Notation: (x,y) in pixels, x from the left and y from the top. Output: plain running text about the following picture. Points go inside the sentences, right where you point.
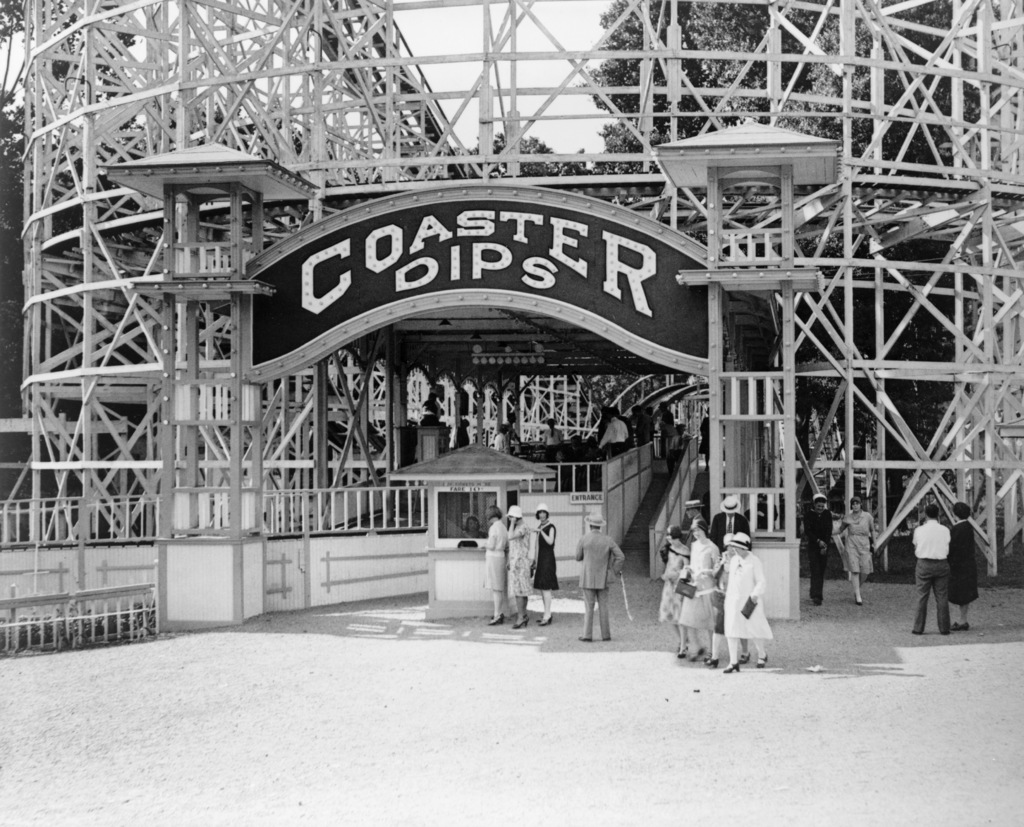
This image consists of many people (722,597). In the middle (455,498), there is a cabin (485,480). In the background (975,78), we can see many rods (38,52) along with the trees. In the middle (470,277), there is a name board (363,307). At the top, there is sky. On the left (76,592), there is a small fence (135,612).
